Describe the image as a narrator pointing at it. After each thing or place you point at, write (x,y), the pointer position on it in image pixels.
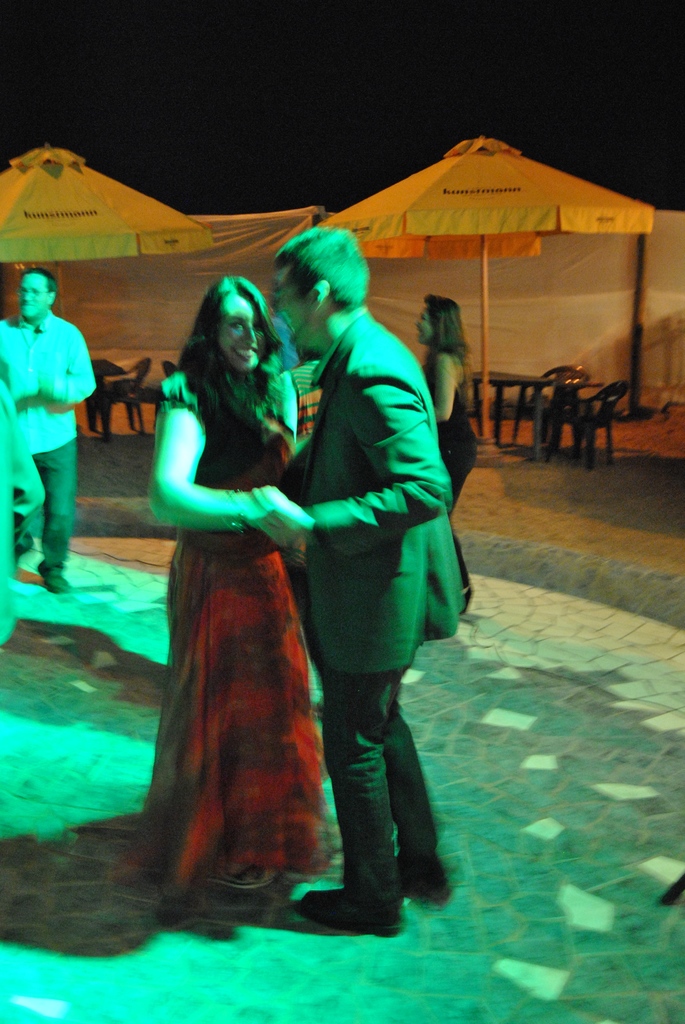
In this image, we can see a couple (170,864) dancing, in the background (27,332), we can see some people (20,359) standing and we can see two umbrellas (36,220).
